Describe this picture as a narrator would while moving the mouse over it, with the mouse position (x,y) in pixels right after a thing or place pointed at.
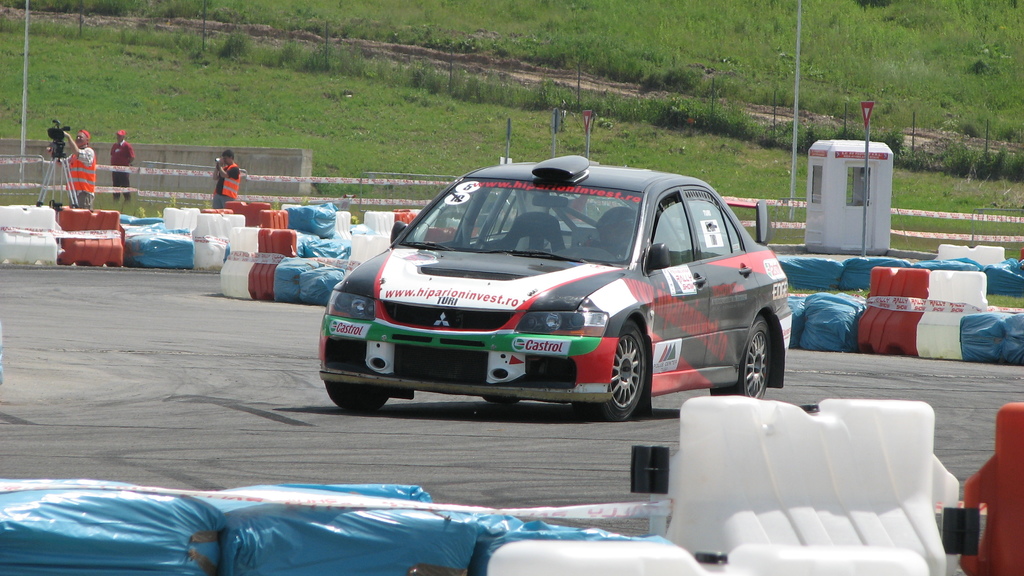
In the middle (654,281) it is a car (672,293), it is in black, red color. On the left side (92,162) there are 3 men (234,197) standing. This is the grass (516,119) in the top of an image (531,118).
